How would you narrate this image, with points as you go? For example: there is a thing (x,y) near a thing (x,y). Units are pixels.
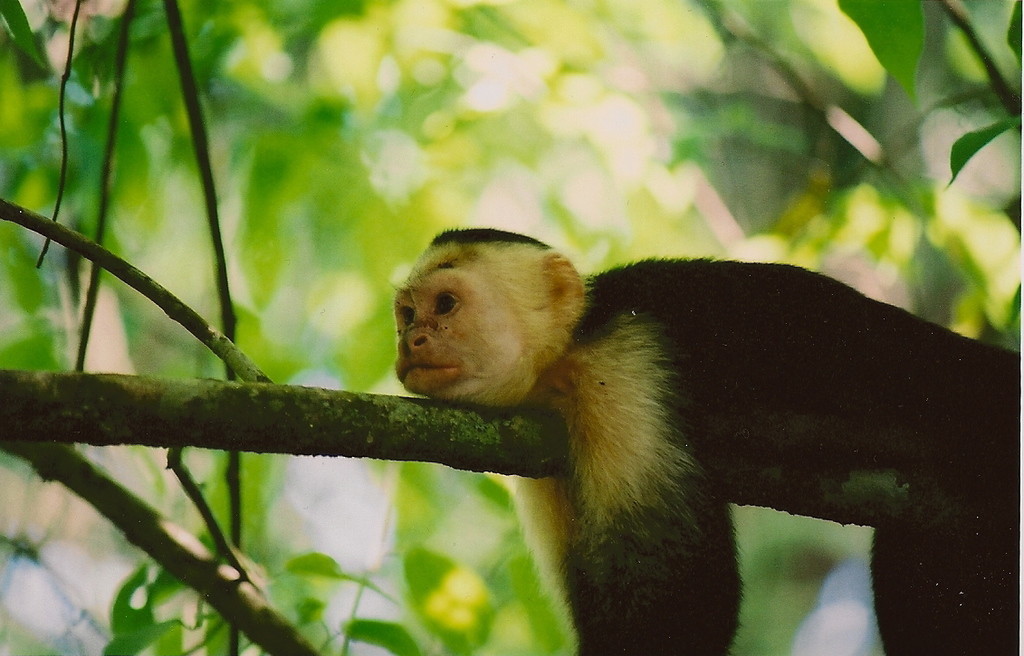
Background (314,234) portion of the picture is blur. In this picture we can see an animal (665,406) lying on a branch (811,430). We can see green leaves (305,597) and few branches (163,537).
